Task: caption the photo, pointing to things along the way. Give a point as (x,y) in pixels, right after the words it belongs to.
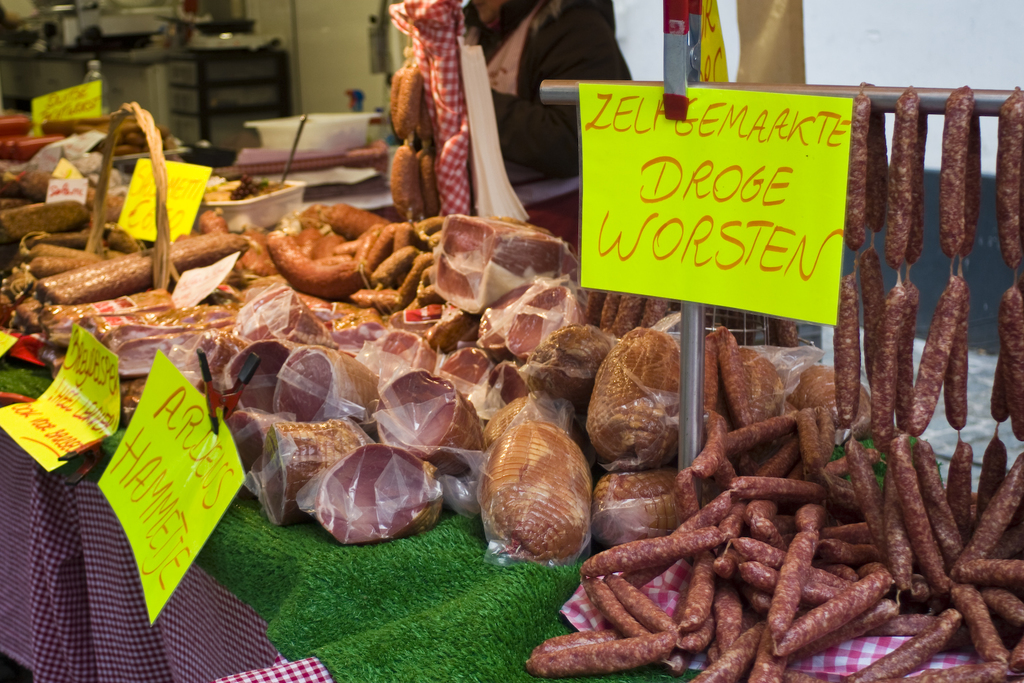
In this image, sausages (215,252), meat (318,315) and some other food items (373,310) are placed on the table (410,566) and we can see name boards (698,274). In the background (563,58), there is a person (516,55) standing and we can see some other objects (274,65).
